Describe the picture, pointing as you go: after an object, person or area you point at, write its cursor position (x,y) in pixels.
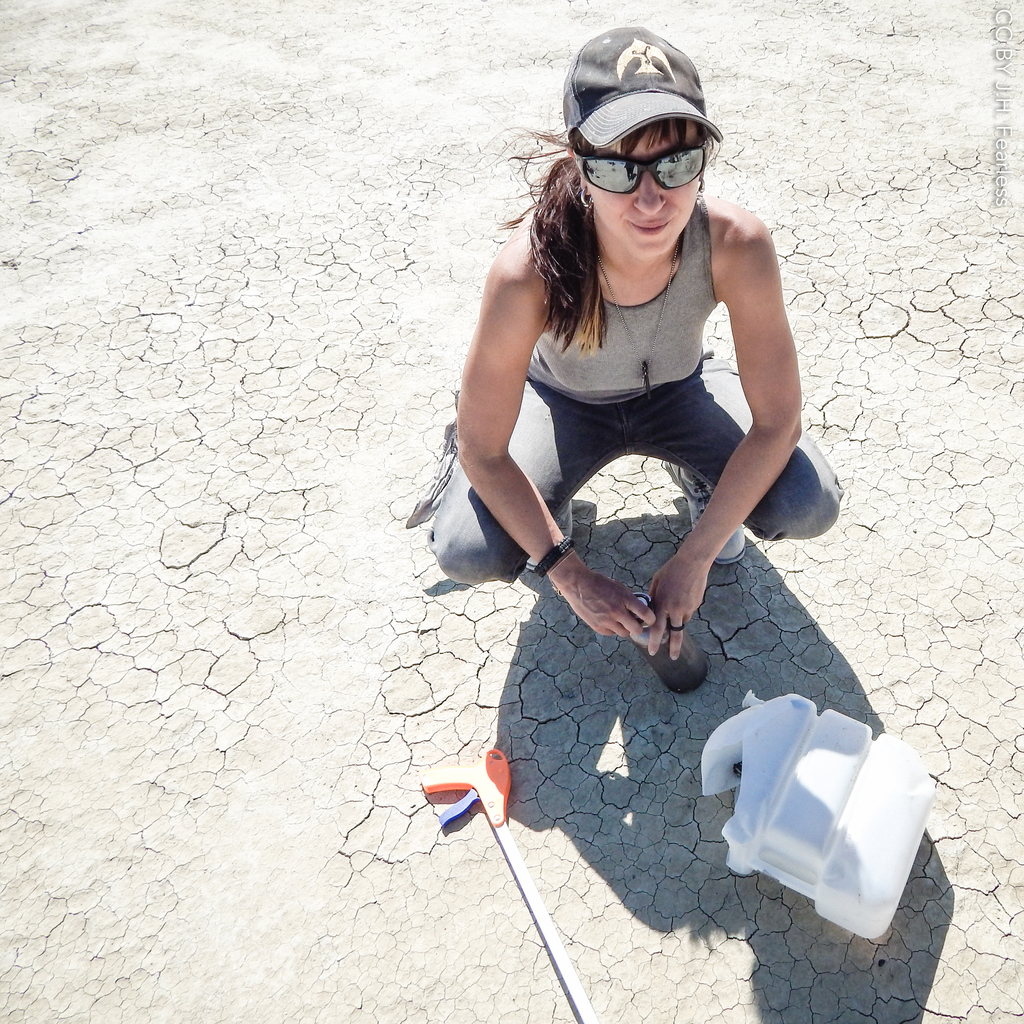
In this picture I can see a person (620,260) wearing the cap (601,79) and holding the bottle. I can see a few objects (795,863) on the surface (548,814) in the foreground (797,848).
